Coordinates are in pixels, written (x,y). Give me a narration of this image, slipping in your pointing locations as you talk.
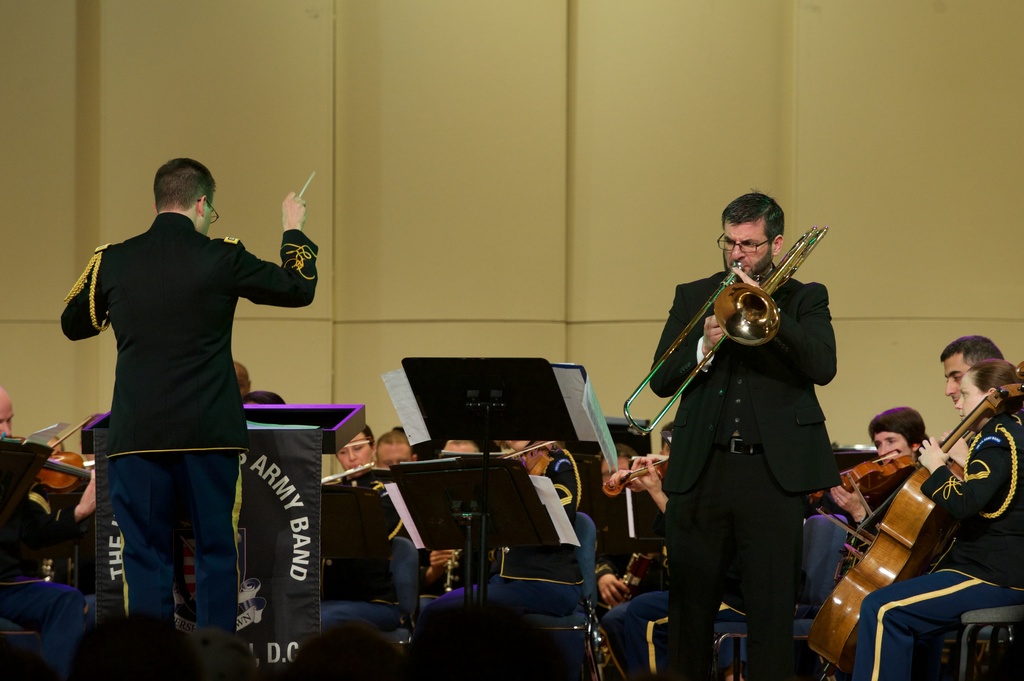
As we can see in the image there is a yellow color wall (772,160), few people (964,406) sitting here and there and in the front (735,329) there are two people (746,374) standing. On the right side (996,484) there is a woman (971,514) holding cello (940,523) and these people (796,416) are playing musical instruments (74,472).
